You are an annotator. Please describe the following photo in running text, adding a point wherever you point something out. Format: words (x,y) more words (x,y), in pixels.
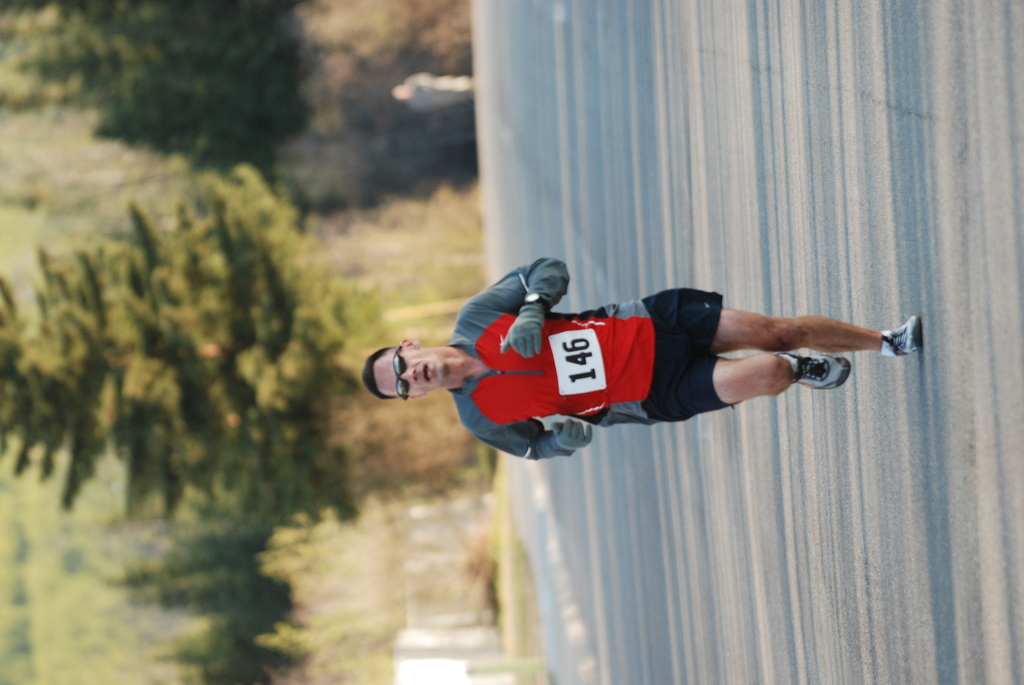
In this image in the center (525,303) there is one person (630,372) who is running, and on the right side (913,367) there is a road (799,480) and in the background (327,325) there are some trees (279,525) and plants (310,545).
